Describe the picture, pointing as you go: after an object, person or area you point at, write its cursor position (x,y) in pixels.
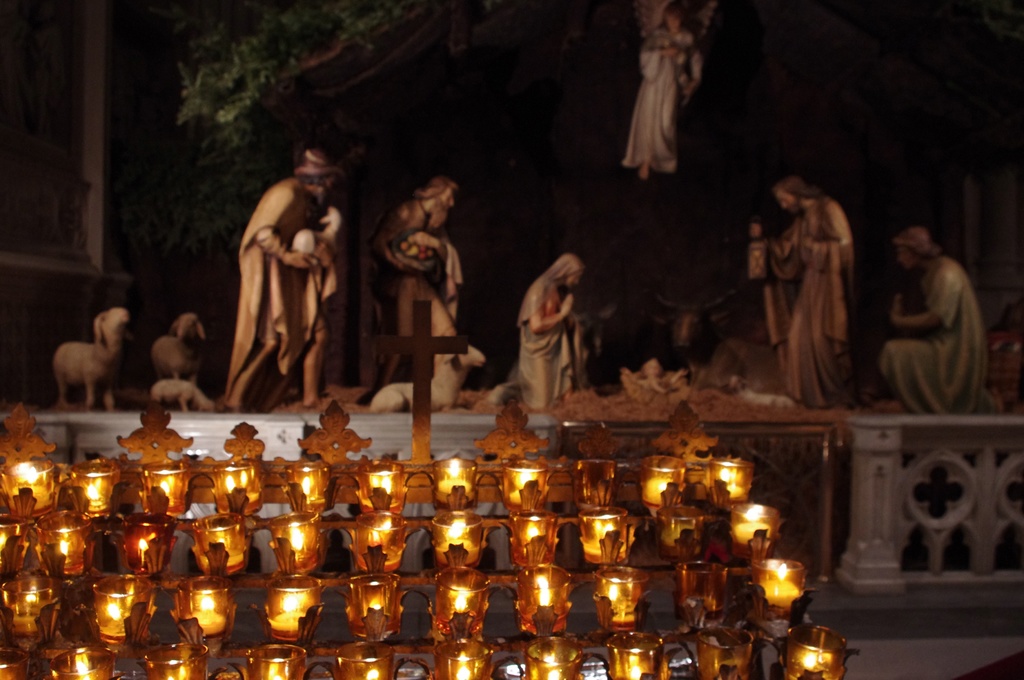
To the bottom left of the image (95,488) there are candles stand (246,521) with the candles (310,481) inside the glasses (361,470). Behind the candles stand (365,470) there is a fencing (453,447). And in the background (372,181) there is a Christmas crib (389,156) with few human statues (296,309) and also there are few lambs (103,364).
